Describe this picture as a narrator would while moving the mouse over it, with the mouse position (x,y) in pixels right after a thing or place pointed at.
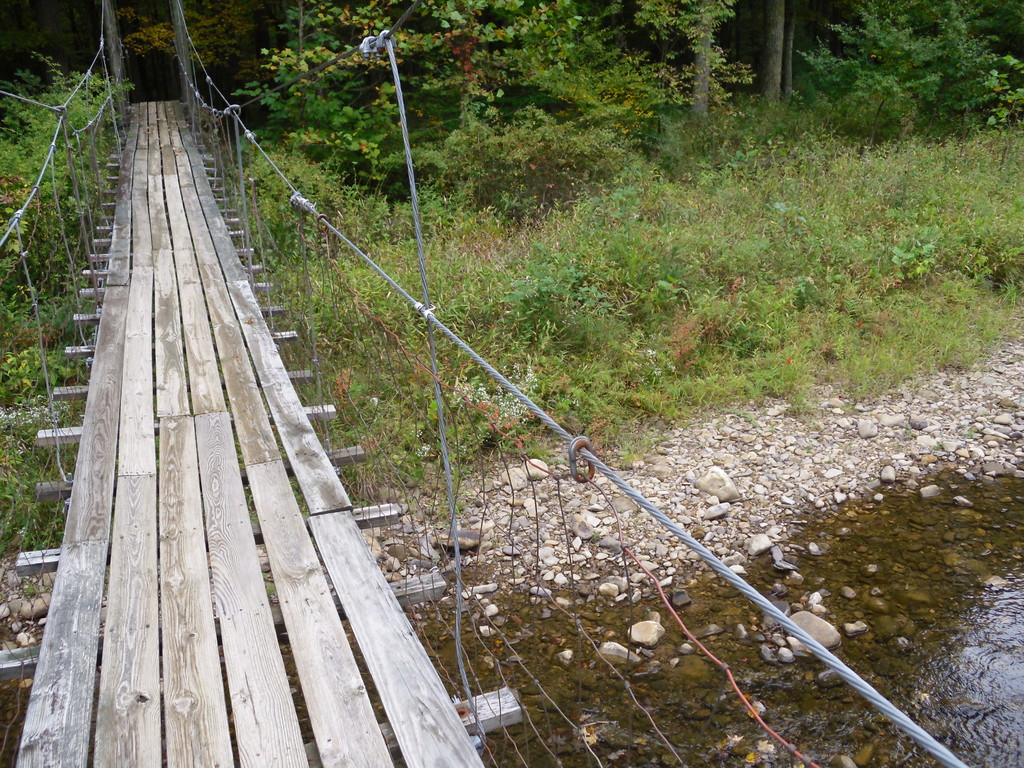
In this picture we can see a bridge (149,650) on the left side (124,661), at the right bottom (940,566) there is water (933,519) and stones (852,460), we can see plants (637,217) and trees (617,50) in the background (617,50).
